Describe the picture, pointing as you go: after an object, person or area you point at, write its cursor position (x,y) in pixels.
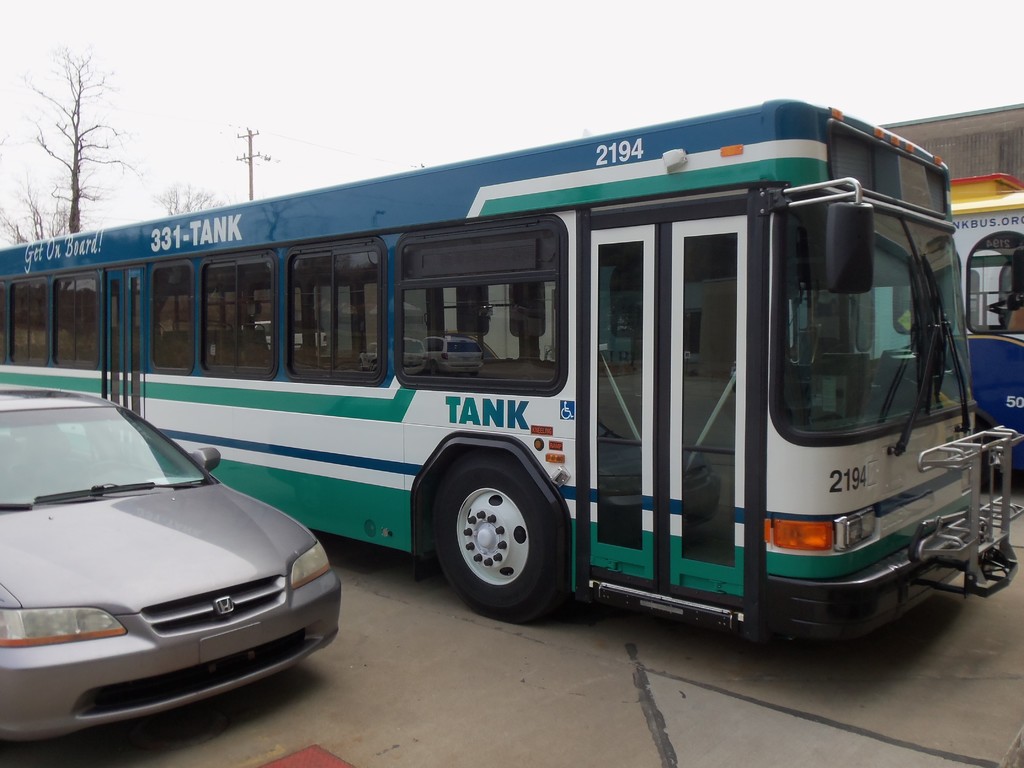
In this image we can see some vehicles (598,242) on the ground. On the backside (250,193) we can see some trees (180,211), an utility pole (251,178), a building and the sky (367,148) which looks cloudy.
